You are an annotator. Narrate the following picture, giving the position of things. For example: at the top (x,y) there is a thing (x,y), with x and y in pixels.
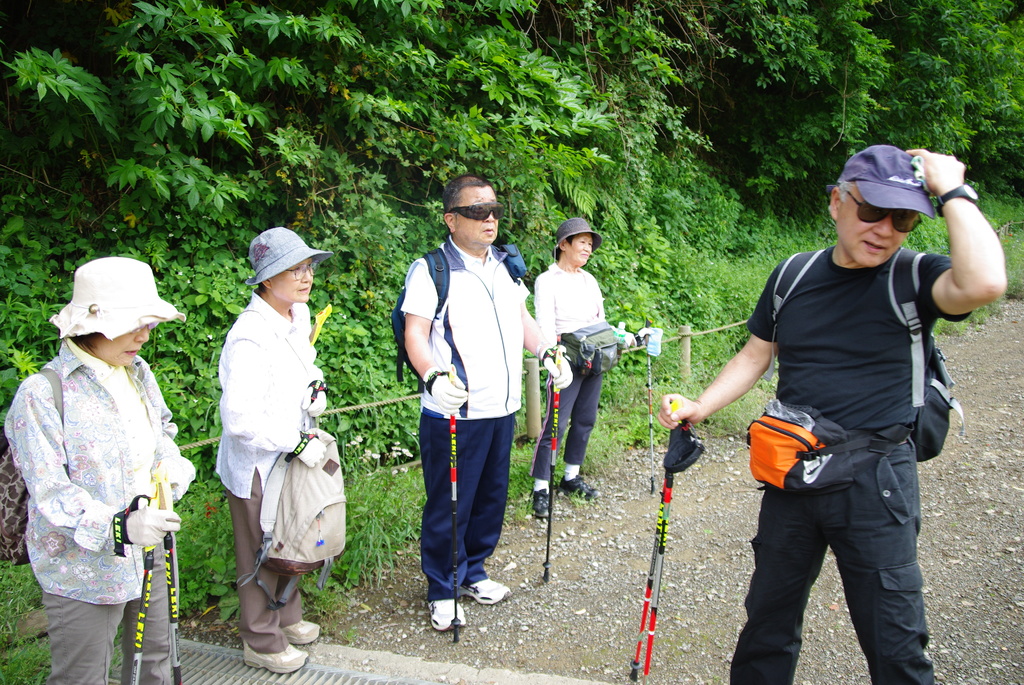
In this image I can see five persons (563,239) are standing on the ground (501,580) and holding sticks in their hand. In the background (519,214) I can see grass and trees (567,174). This image is taken during a day.
